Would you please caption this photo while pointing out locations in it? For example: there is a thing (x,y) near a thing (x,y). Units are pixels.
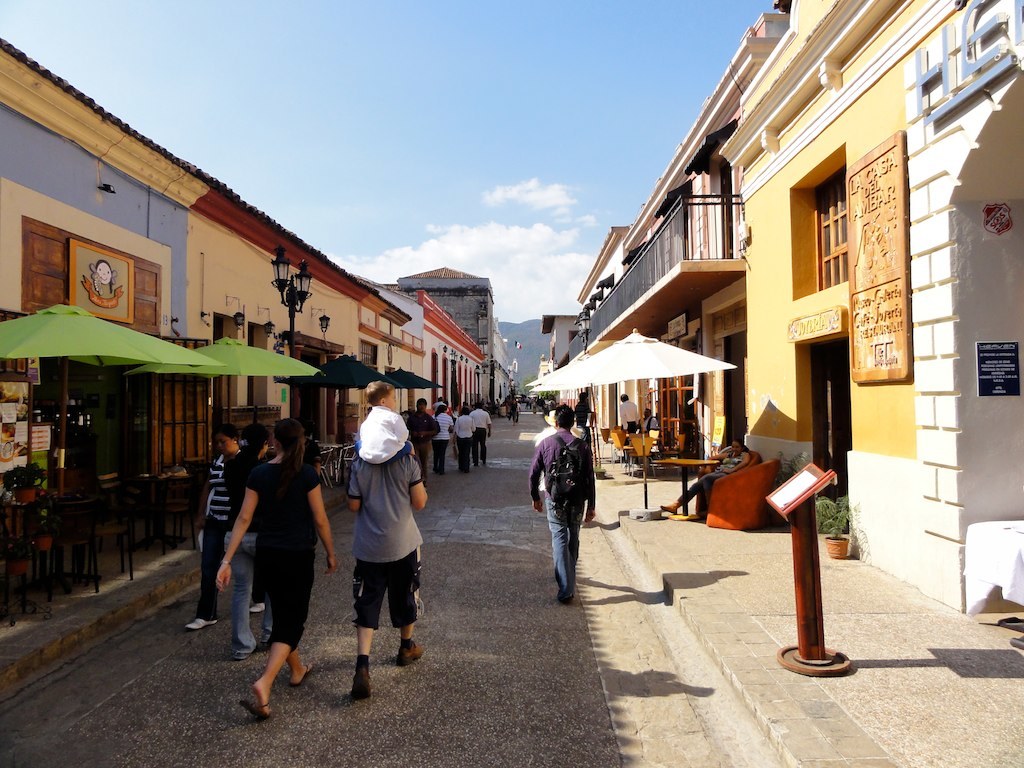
In this image so many people (548,469) walking on the road (429,510) also there are buildings (1013,149) beside the road (493,753) with tents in front of them (973,301) and some electric poles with lights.
